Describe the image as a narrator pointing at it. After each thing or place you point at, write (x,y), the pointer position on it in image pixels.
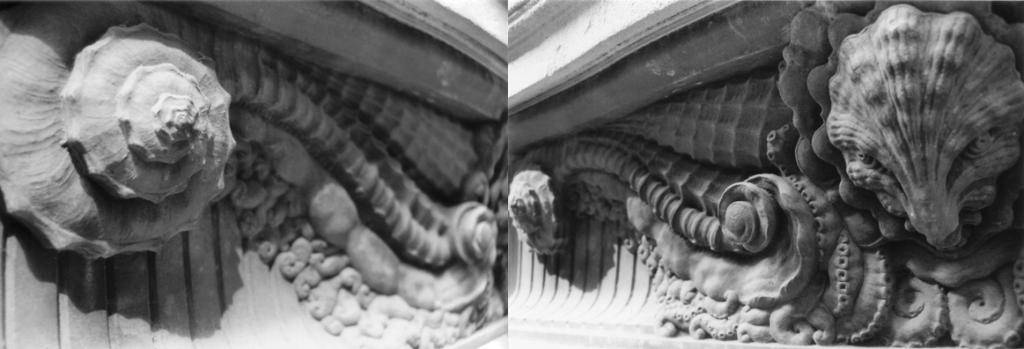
In this image we can see the collage (457,169) of the sculptures (611,131) on the wall (133,253).
